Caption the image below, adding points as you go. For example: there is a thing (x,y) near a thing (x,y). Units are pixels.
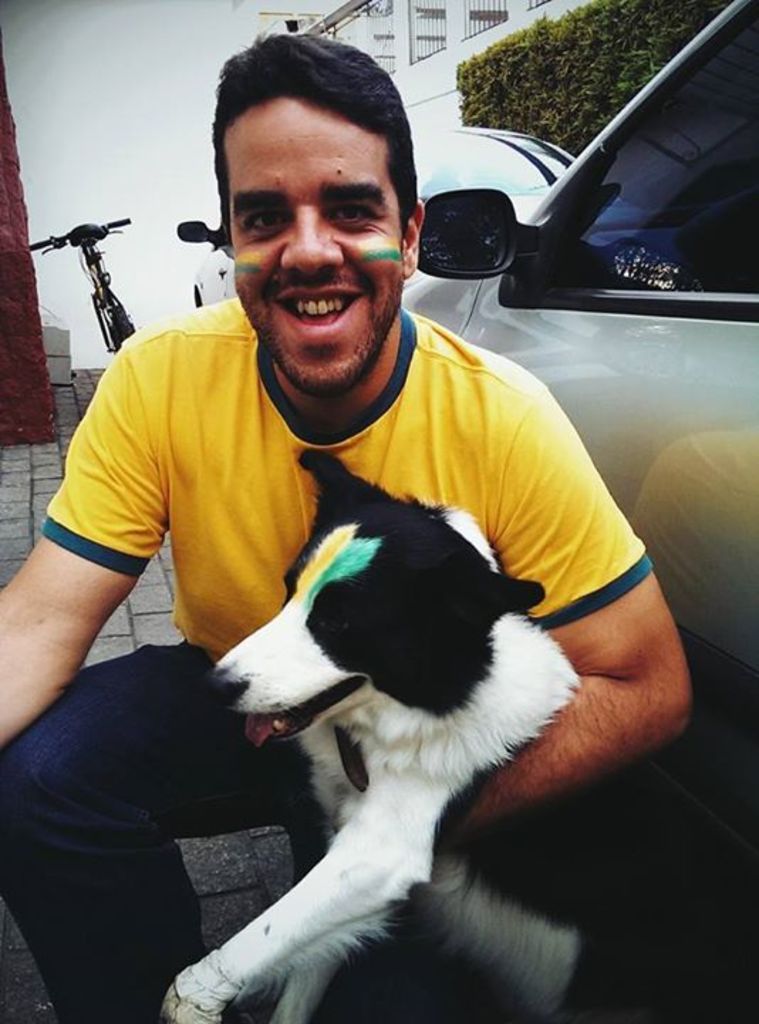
In this picture we can see man (104,728) sitting on knees (104,728) holding dog (431,726) in his hands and smiling and in background (86,195) we can see bicycle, wall (72,149), trees (589,77), fence (485,22).
